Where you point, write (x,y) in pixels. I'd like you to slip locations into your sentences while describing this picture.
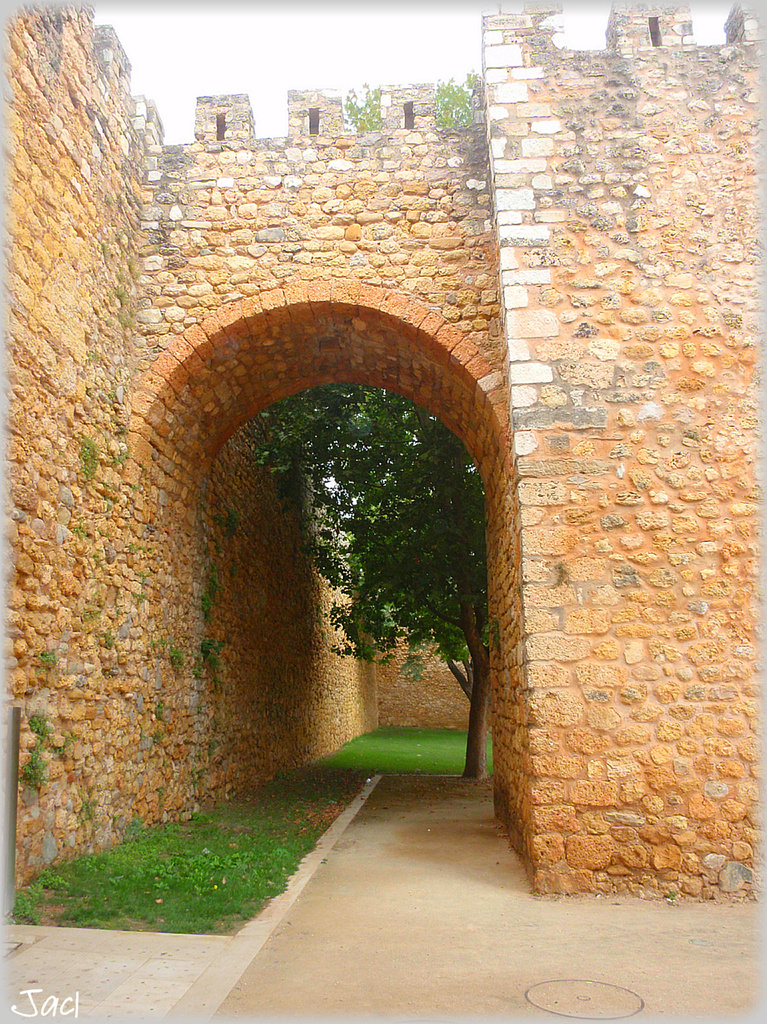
In this image we can see stone arch (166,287), grass (438,771), stone wall (367,707), trees (462,681) and the sky (389,83) in the background (354,52). Here we can see the watermark (50,1011).
